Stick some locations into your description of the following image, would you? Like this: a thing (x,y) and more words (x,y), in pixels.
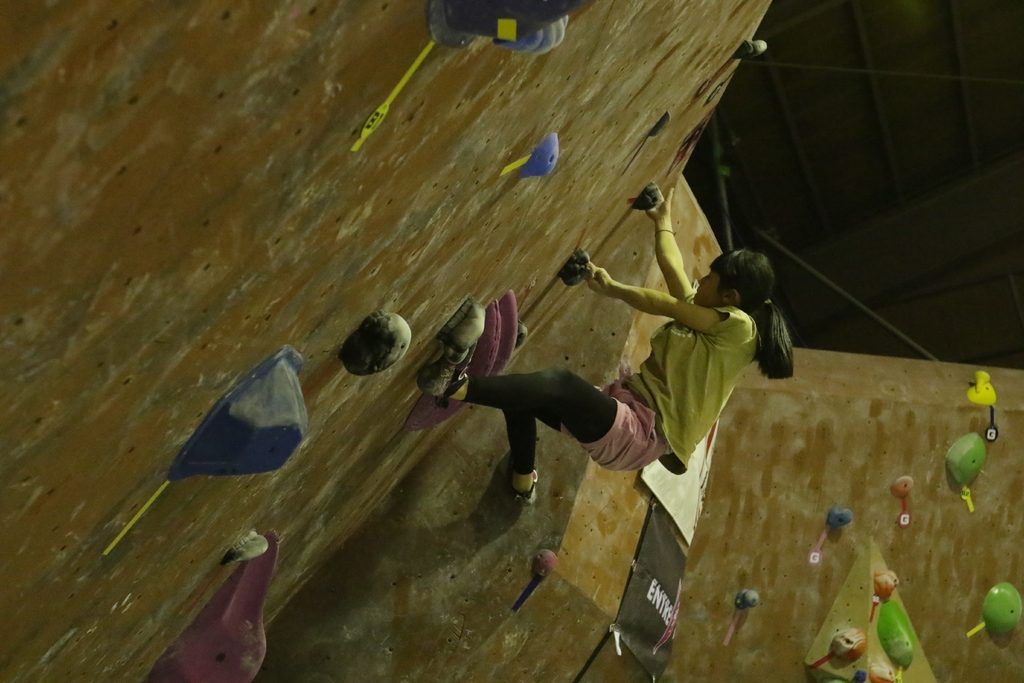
There is a woman (739,332) in a t-shirt (680,389), climbing an indoor wall (576,73). And the background (835,172) is dark in color.
